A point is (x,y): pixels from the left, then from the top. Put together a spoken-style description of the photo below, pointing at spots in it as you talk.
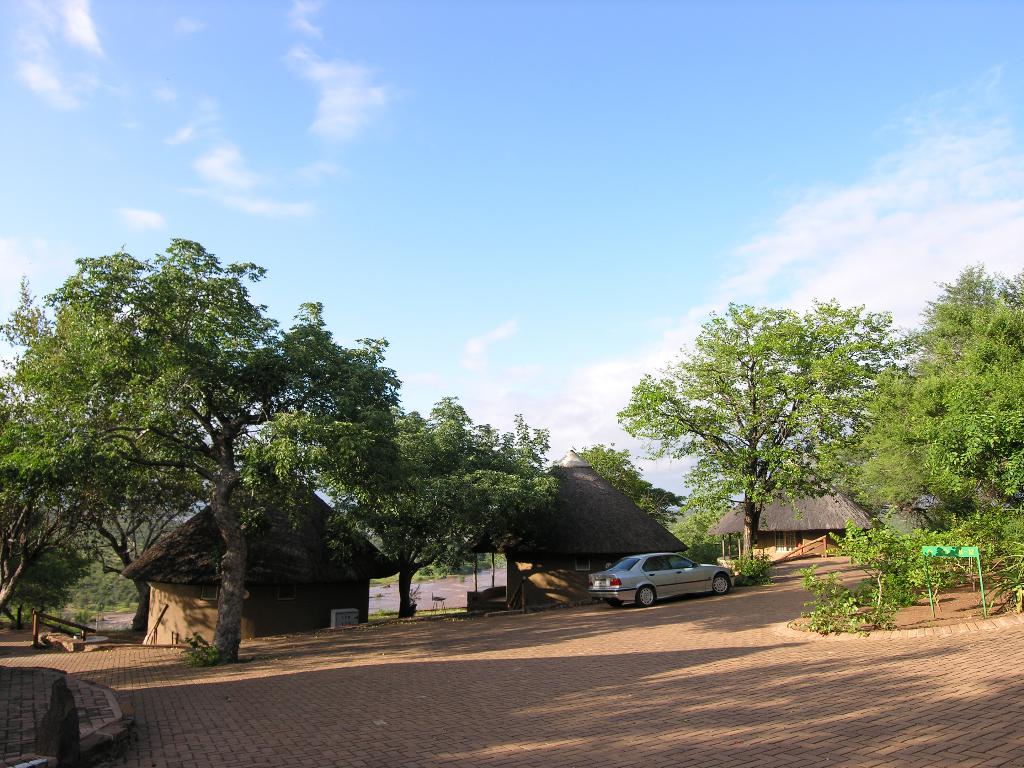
In this picture we can see a car (635,566) on a path (600,645). There are a few plants (832,608), trees (1012,355) and a green object (924,561) is visible on the right side (980,569). We can see a few huts (258,609) and trees (380,470) in the background (33,472). Sky (778,241) is blue in color and cloudy.
